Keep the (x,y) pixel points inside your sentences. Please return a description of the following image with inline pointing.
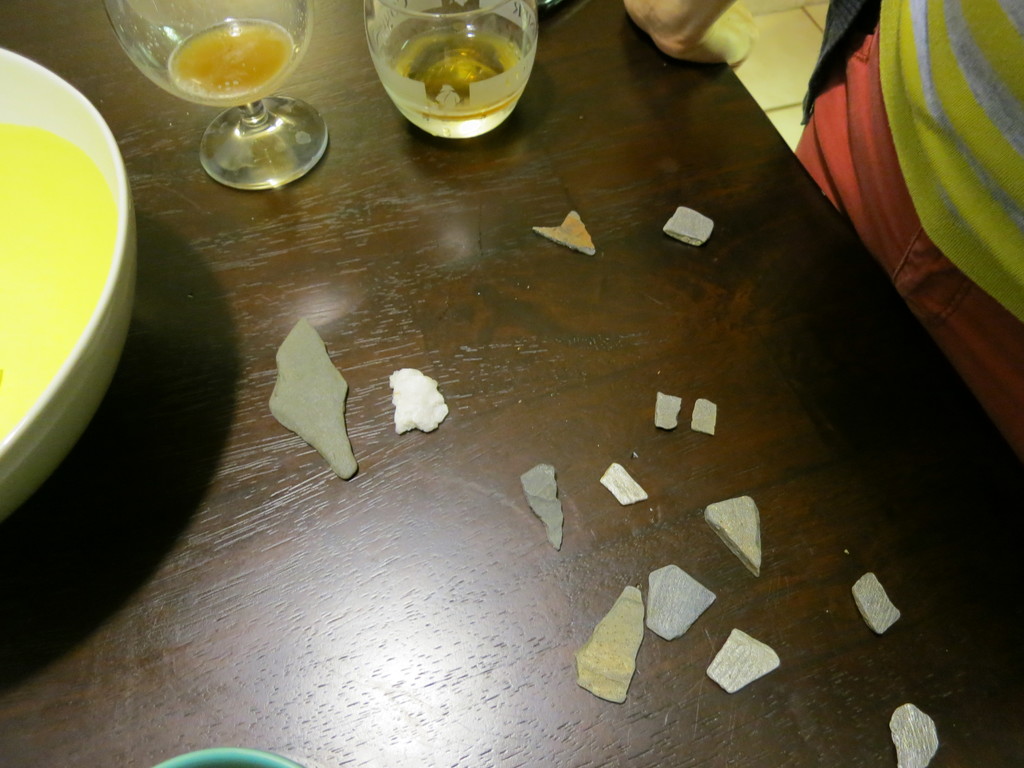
On the brown color table (547,403) there are some stones (316,412). On the top side (178,68) corner there are two glasses (273,71). To the left (66,308) there is a bowl (75,131), with food item (72,288). And to the right side (879,169) top there is a man (890,108) standing with blue, yellow color t-shirt (960,77).
